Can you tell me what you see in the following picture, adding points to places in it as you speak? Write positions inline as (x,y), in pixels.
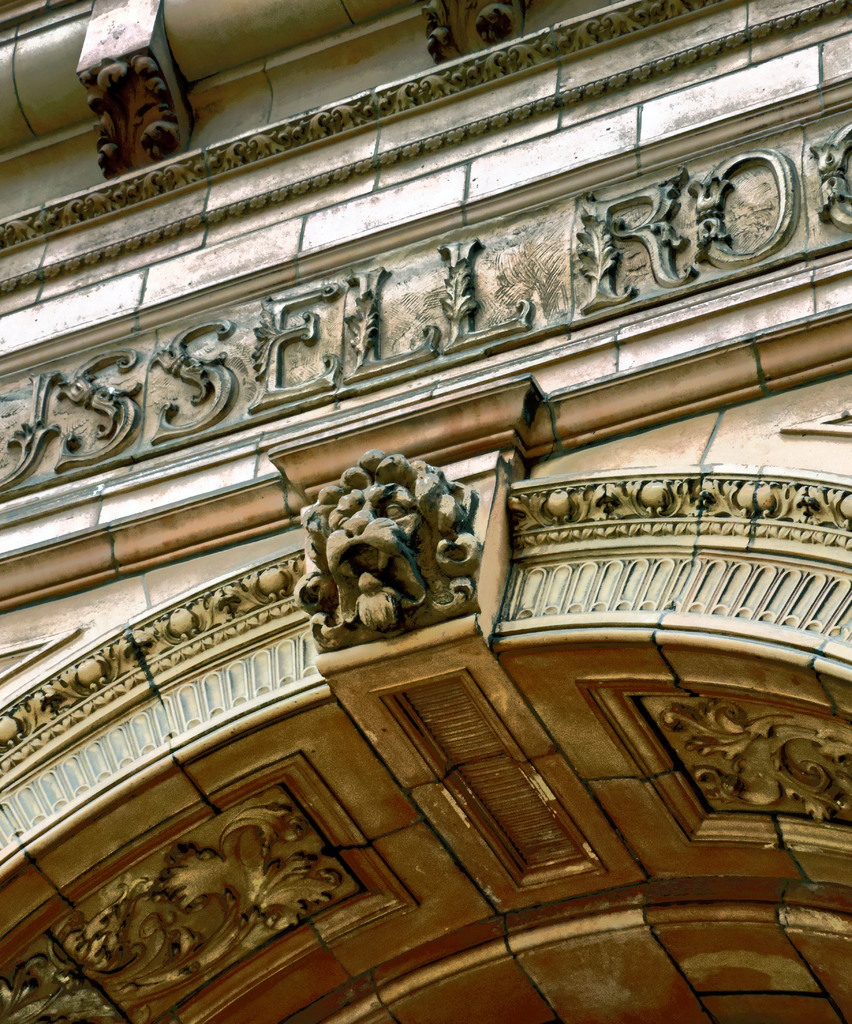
In this image there is a wall (205,28) truncated, there is text (266,396) on the wall (451,320), there is a sculpture (371,508) on the wall (391,406).
